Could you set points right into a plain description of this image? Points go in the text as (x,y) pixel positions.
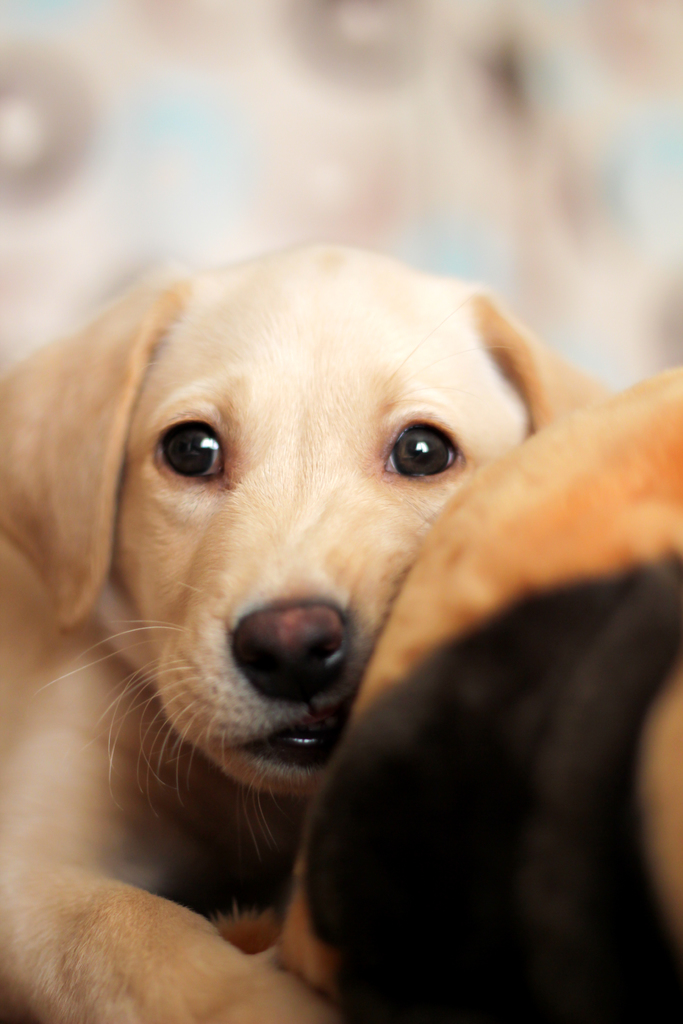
There is a white dog (232,465). In the background (476,157) it is blurred.
